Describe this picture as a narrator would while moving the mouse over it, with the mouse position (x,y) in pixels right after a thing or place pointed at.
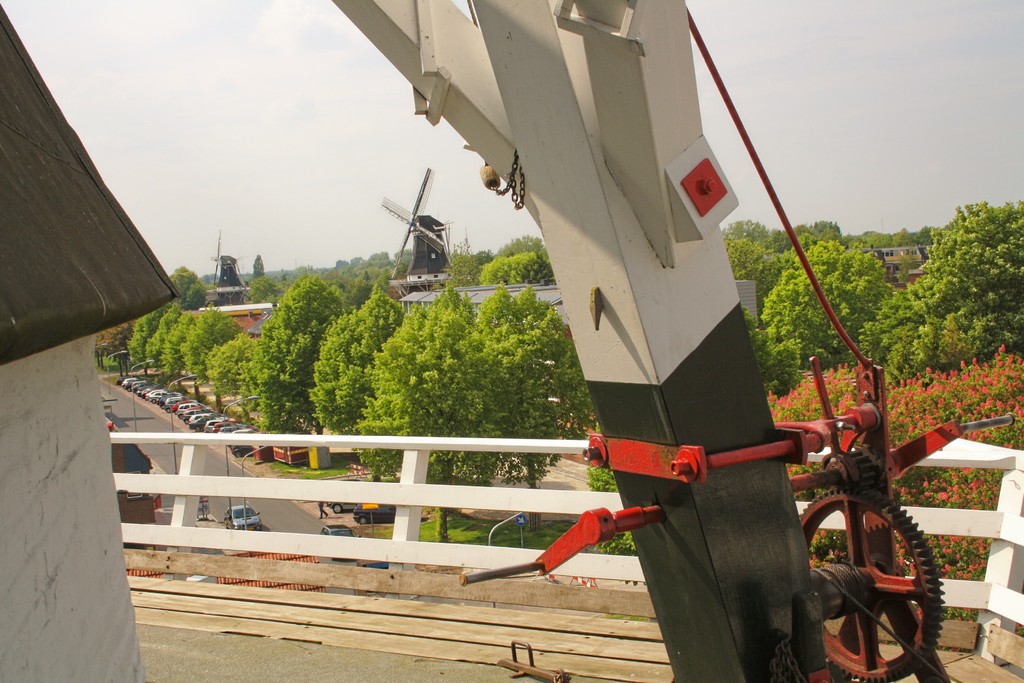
In the picture we can see from the windmill (589,510) with a pole (644,491) and railing (612,497) and from it we can see the road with some vehicles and trees (410,359) and in the background (958,112) we can see two windmills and the sky (275,235).
